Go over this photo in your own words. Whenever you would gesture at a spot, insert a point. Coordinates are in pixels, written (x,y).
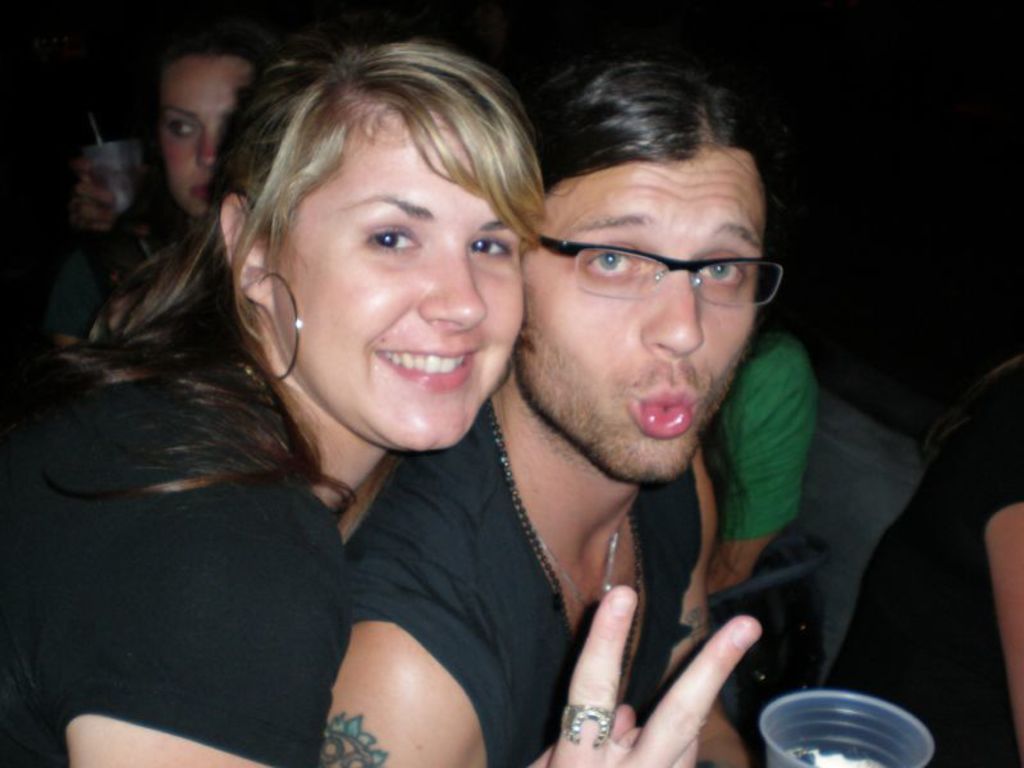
In this image we can see few people (182,342). One person (624,238) is wearing specs (636,250). At the bottom (796,716) there is glass (845,750). In the background (0,330) it is dark.
